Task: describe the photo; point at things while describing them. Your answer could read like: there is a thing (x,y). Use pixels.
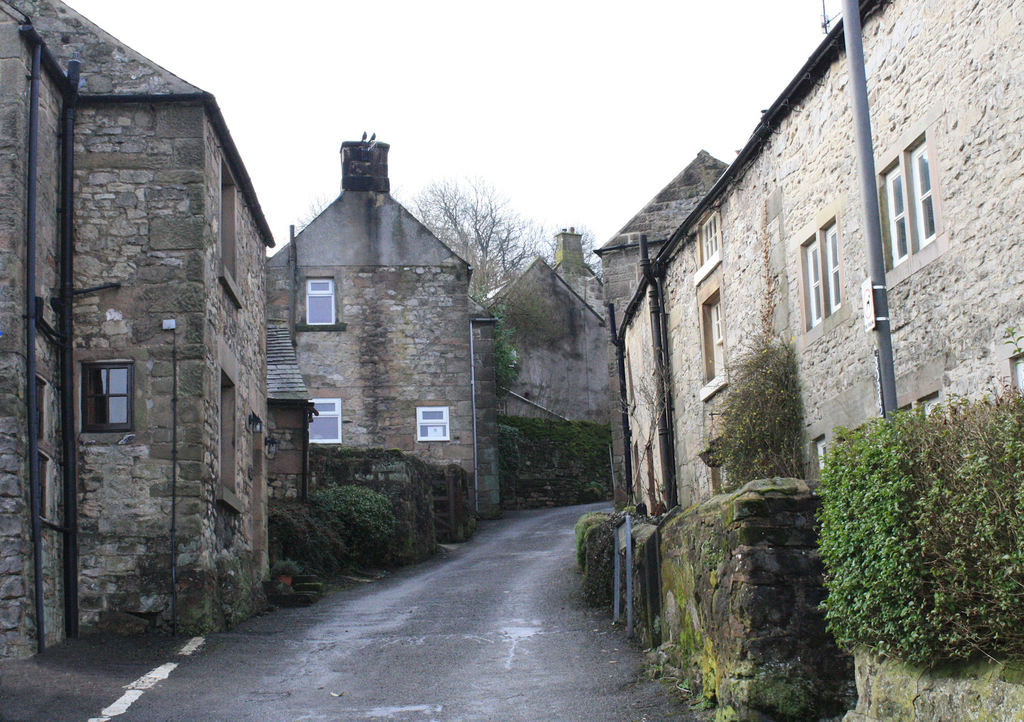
This picture is clicked outside. On both the sides we can see the buildings (835,245) and we can see the green leaves (862,564), plants (359,543), metal rods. In the background (279,26) we can see the sky (370,123) and some other objects (293,323).
